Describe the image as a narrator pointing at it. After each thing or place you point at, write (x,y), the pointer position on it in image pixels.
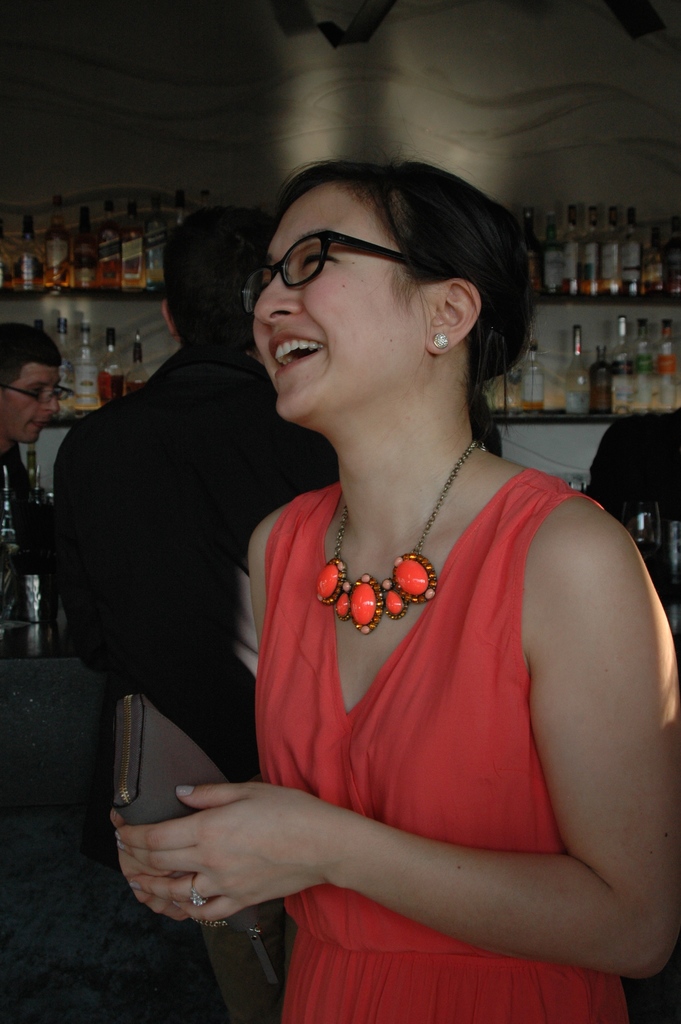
In this image I can see the group of people (174,710) with different color dresses (293,572) and two people (334,361) with the specs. In the background (545,378) I can see few wine bottles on the shelves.
